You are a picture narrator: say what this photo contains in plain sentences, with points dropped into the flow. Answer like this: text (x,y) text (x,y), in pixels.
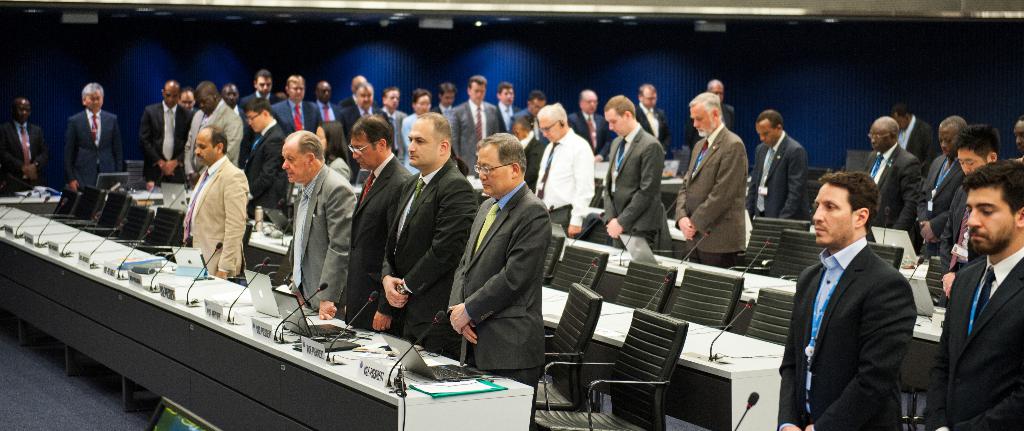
In this image we can see the people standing near the table (602,339). On the table (389,354) there are laptops (279,301), microphones (309,301) and boards (221,311) with text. There are chairs (652,334) and dark background (784,26).
